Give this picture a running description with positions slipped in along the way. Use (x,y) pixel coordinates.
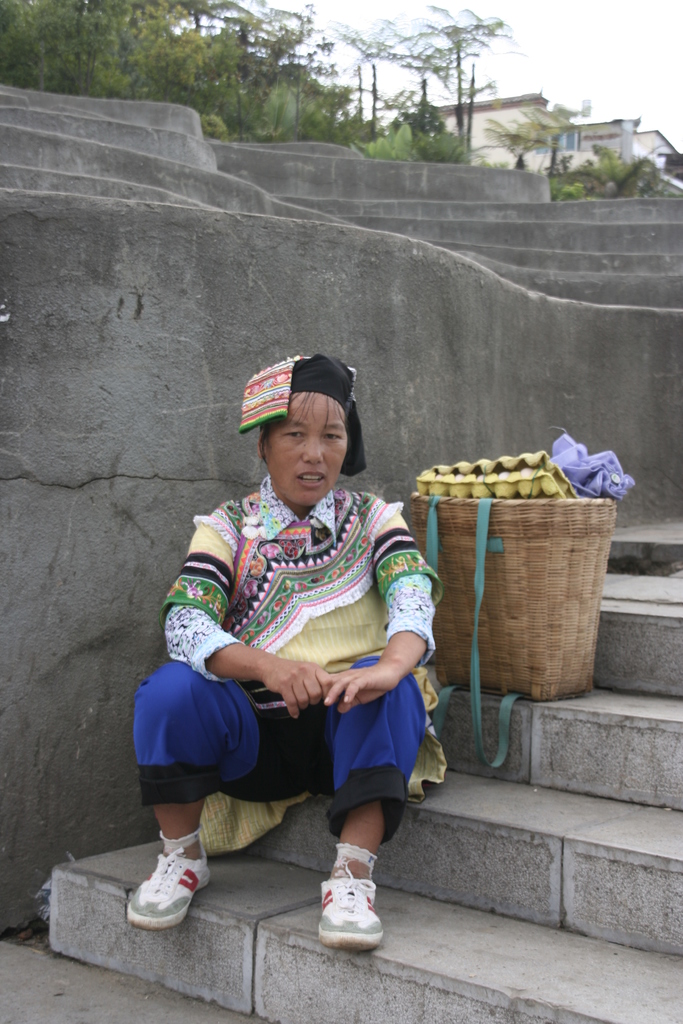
In the front of the image (227,599) we can see a woman (229,757), basket (561,580) and things (562,429). In the background of the image (522,259) we can see trees (273,123), buildings (511,111), sky (543,43) and steps (439,201).
